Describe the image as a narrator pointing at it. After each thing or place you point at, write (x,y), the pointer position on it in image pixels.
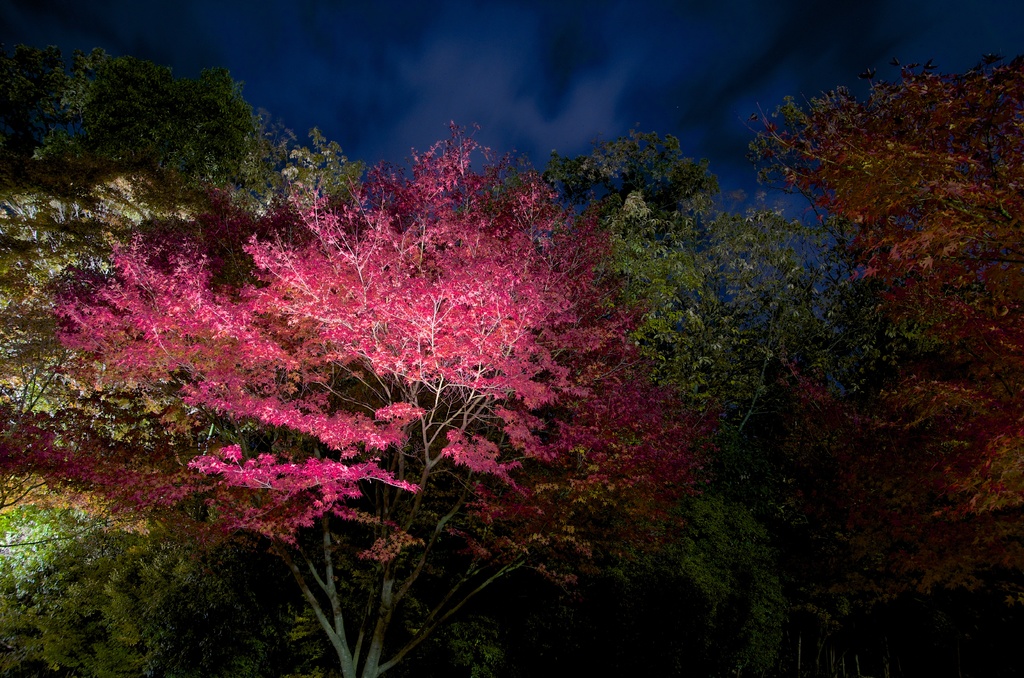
In the center of the image (347,271) there are trees (785,427). At the top (529,46) there is sky (438,127).
